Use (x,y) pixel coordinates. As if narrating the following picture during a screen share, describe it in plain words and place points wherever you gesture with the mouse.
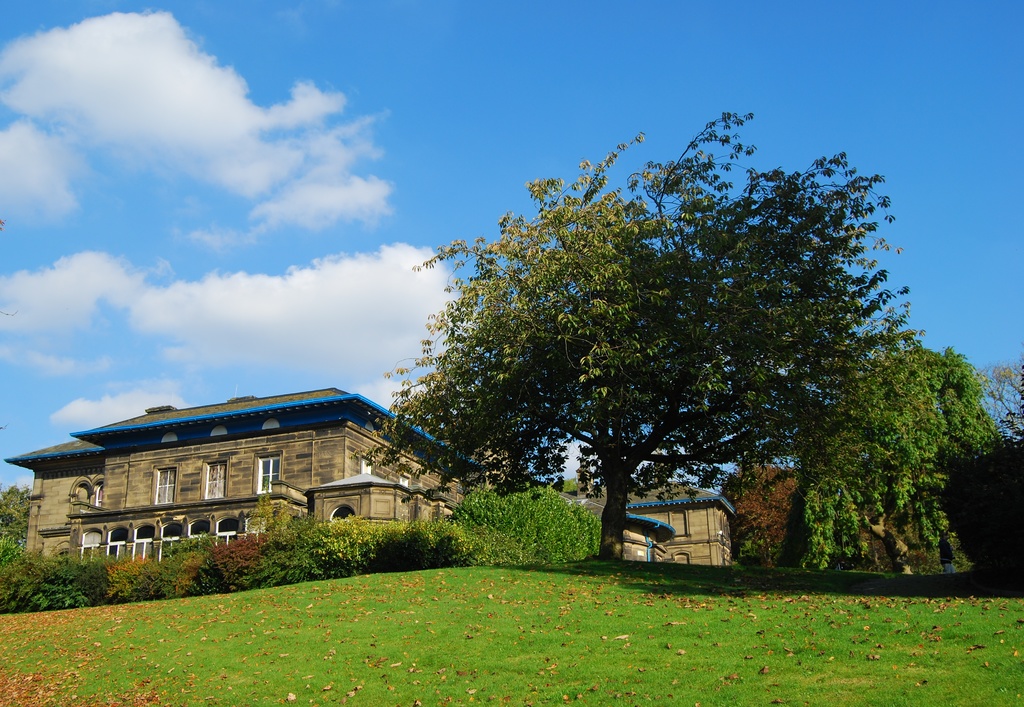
Here we can see plants (276,574), grass (656,639), trees (546,257), and houses (358,430). In the background (253,322) there is sky (407,192) with clouds (203,303).
